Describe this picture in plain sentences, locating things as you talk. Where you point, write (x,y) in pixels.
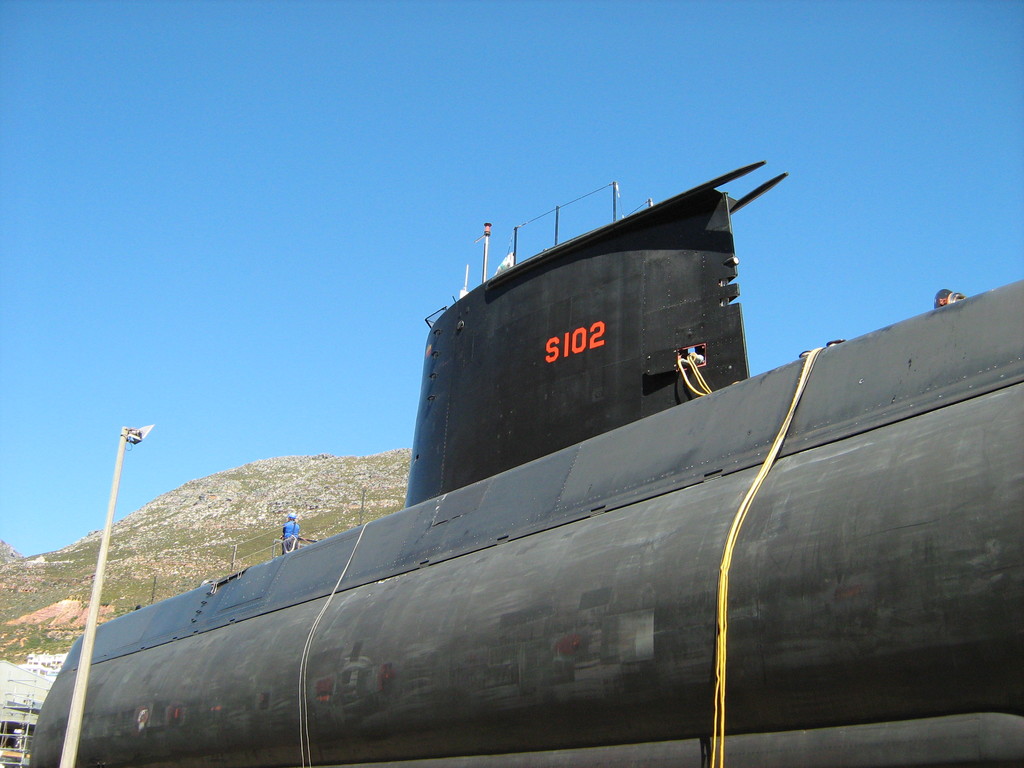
In this image we can see submarine (671,400) and some text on it and we can also see light pole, hills (301,462) and sky (394,438).
